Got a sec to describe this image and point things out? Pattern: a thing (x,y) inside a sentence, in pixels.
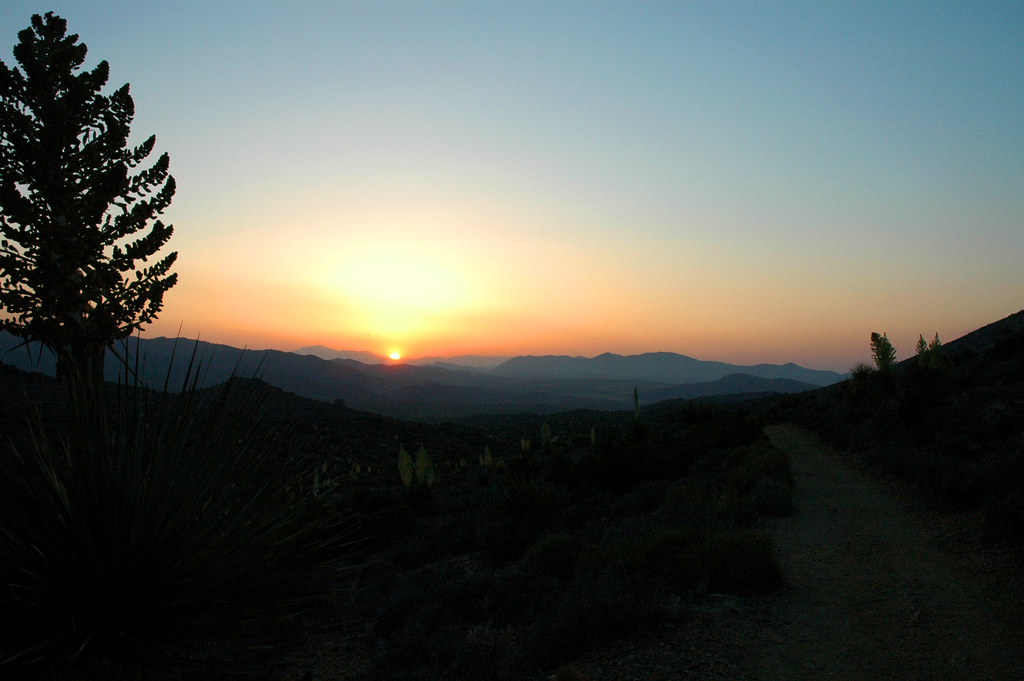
At the bottom of this image (442,551) I can see the road (871,569) and some plants (336,517). In the background (375,366) there are some hills (417,365) and I can see the sun (396,354) in the sky (398,339). On the top of the image (663,62) I can see the sky (663,62) in blue color.
